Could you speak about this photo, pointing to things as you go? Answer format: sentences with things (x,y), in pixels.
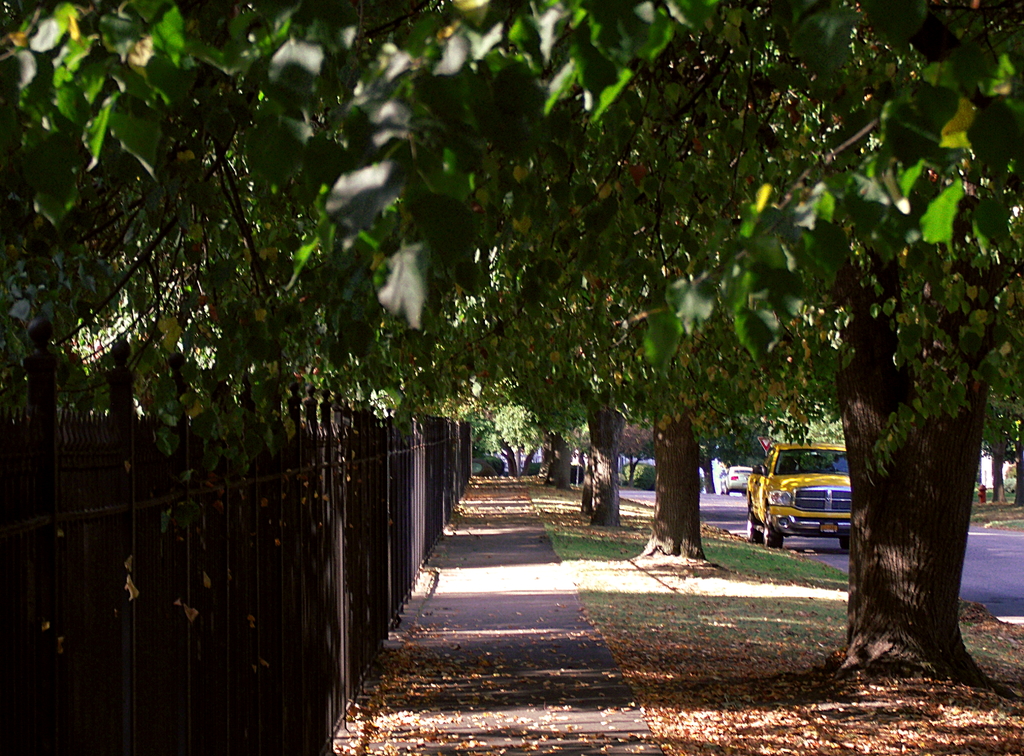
In this image there are few vehicles (774,467) on the road (845,555) which are at the right side of the image (810,537). Few trees (937,600) are on the grassland (629,633). Beside there is a pavement (524,619) having fence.
